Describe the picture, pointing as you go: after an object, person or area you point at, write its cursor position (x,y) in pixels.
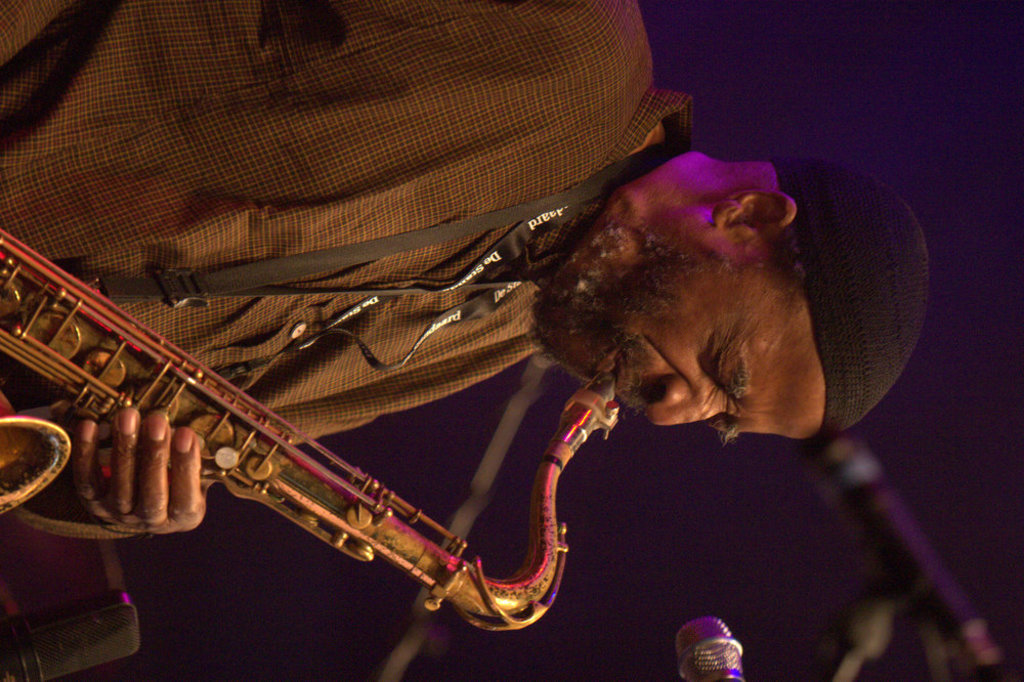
This is the picture of a person (186,526) who is playing some musical instrument (241,488) in front of the mic (65,650).
